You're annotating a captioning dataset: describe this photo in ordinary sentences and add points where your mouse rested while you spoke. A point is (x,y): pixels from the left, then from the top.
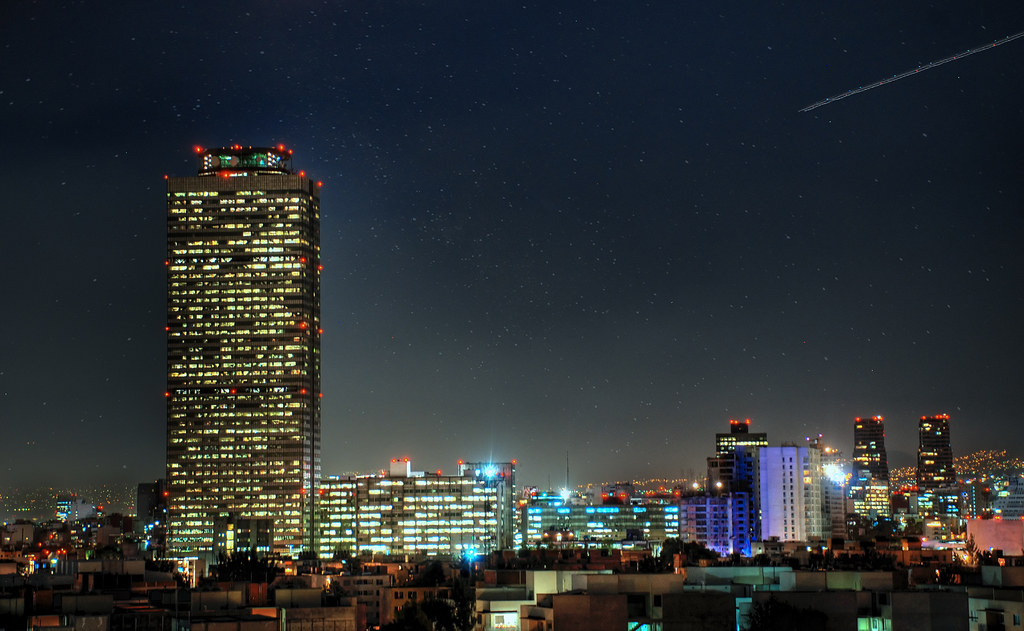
This picture is clicked outside. In the foreground (96,588) we can see the buildings (585,590), trees (688,553) and the skyscrapers (282,262), and we can see the lights (243,275). In the background (369,169) we can see the sky (706,225), and we can see some other items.
